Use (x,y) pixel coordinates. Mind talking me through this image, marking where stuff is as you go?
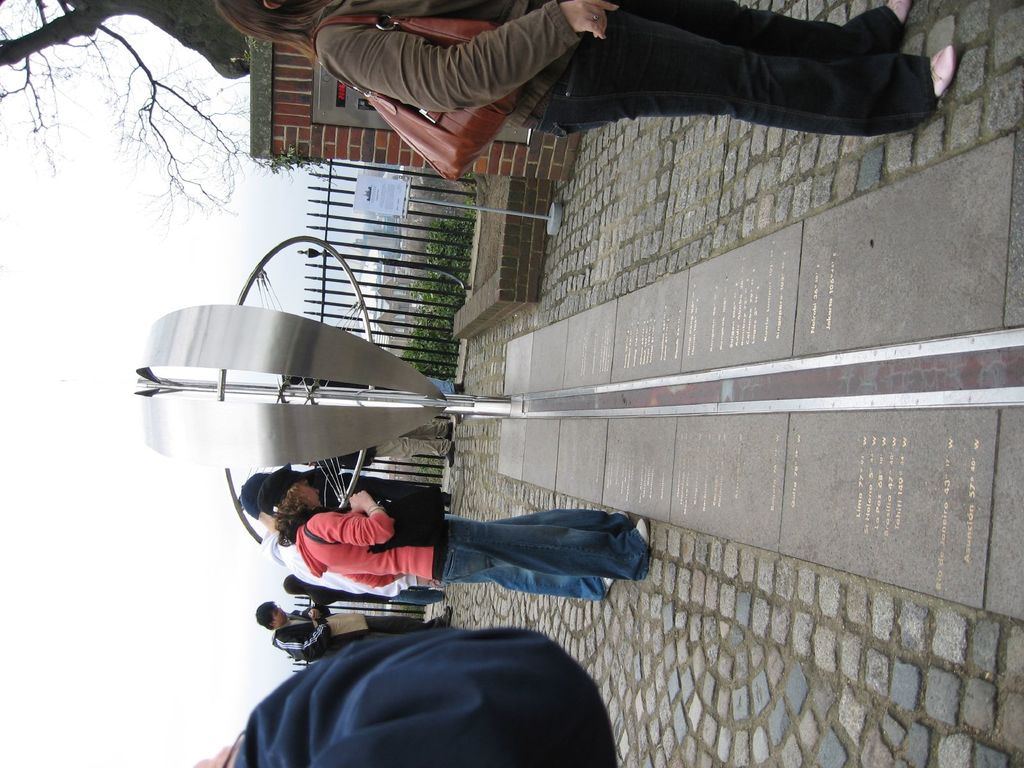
A woman (395,557) is standing, she wore sweater (425,570), jeans trouser (551,564). On the left side (153,106) there is a tree (216,27).
